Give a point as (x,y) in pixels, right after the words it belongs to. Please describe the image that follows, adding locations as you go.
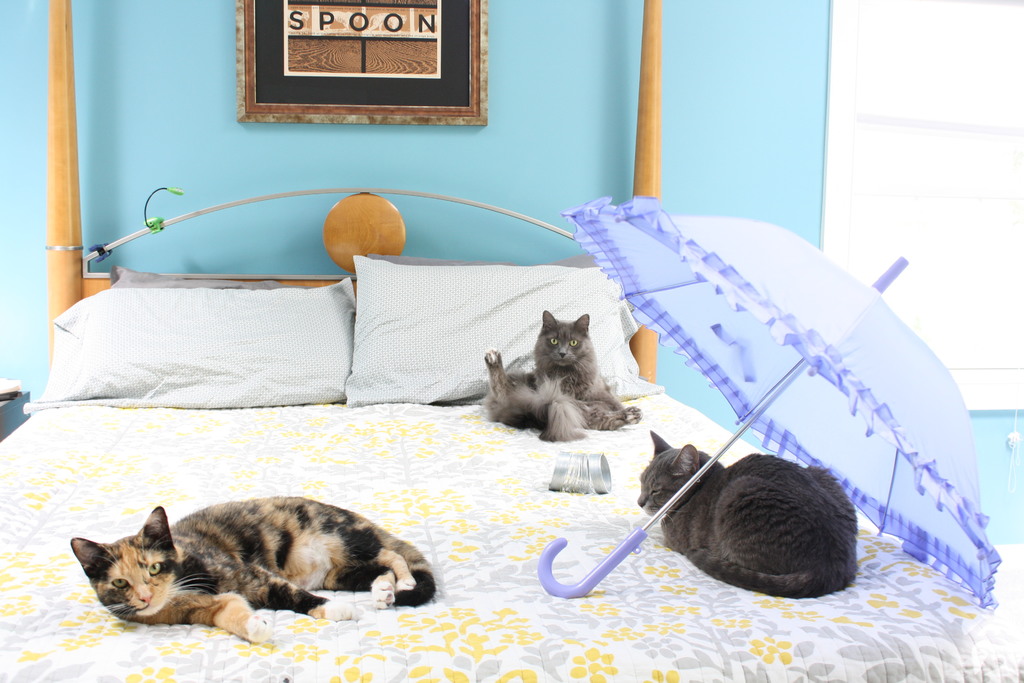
In this image i can see 3 cats (646,493) lying on the bed (362,482), a umbrella (677,286) and 2 pillows (271,330). In the background (155,208) i can see a wall (134,98) and a photo frame (376,92) attached to it.
